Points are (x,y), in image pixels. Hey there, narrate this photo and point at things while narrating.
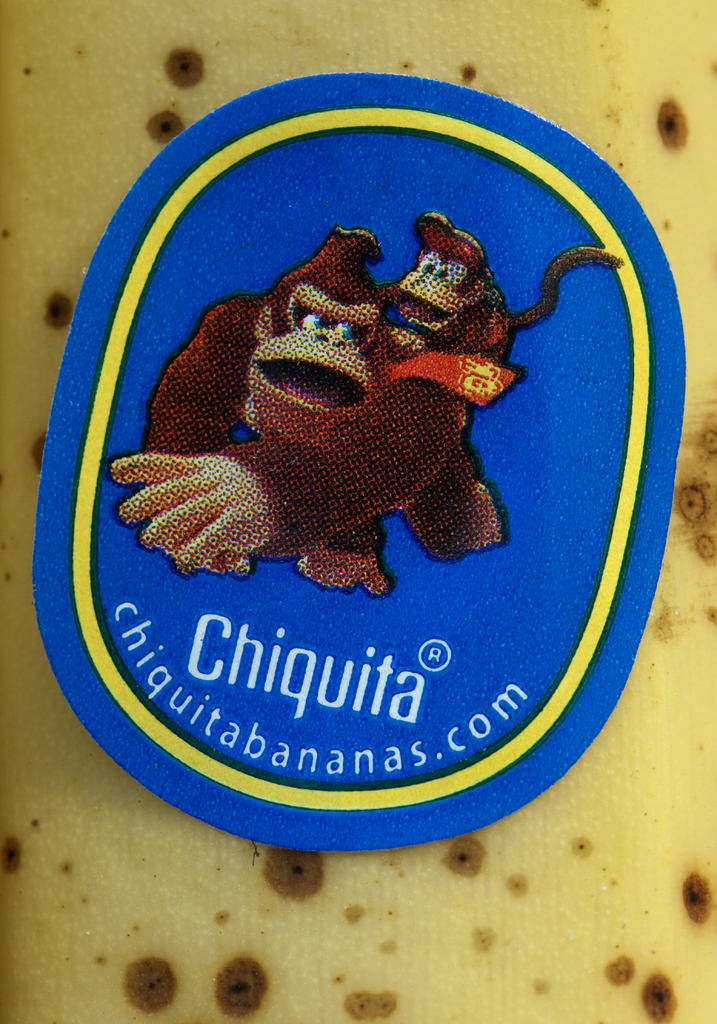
In this image there is an object (453,550) having a painting (380,379) of animals (372,389) and some text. The object (376,583) is kept on a surface (555,831).
